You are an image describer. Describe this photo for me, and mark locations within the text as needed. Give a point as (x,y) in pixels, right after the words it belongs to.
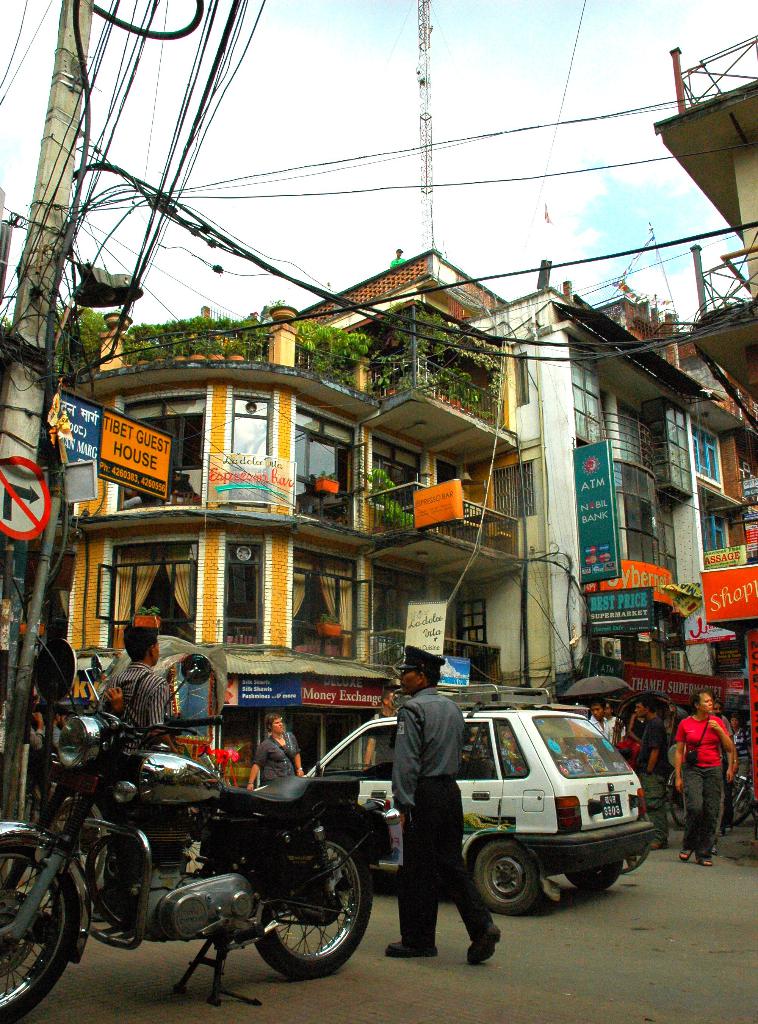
In this picture I can see group of people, there are vehicles (303,893), buildings (490,553), plants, boards (649,582), poles (55,275), cables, and in the background (466,55) there is sky (390,52).
